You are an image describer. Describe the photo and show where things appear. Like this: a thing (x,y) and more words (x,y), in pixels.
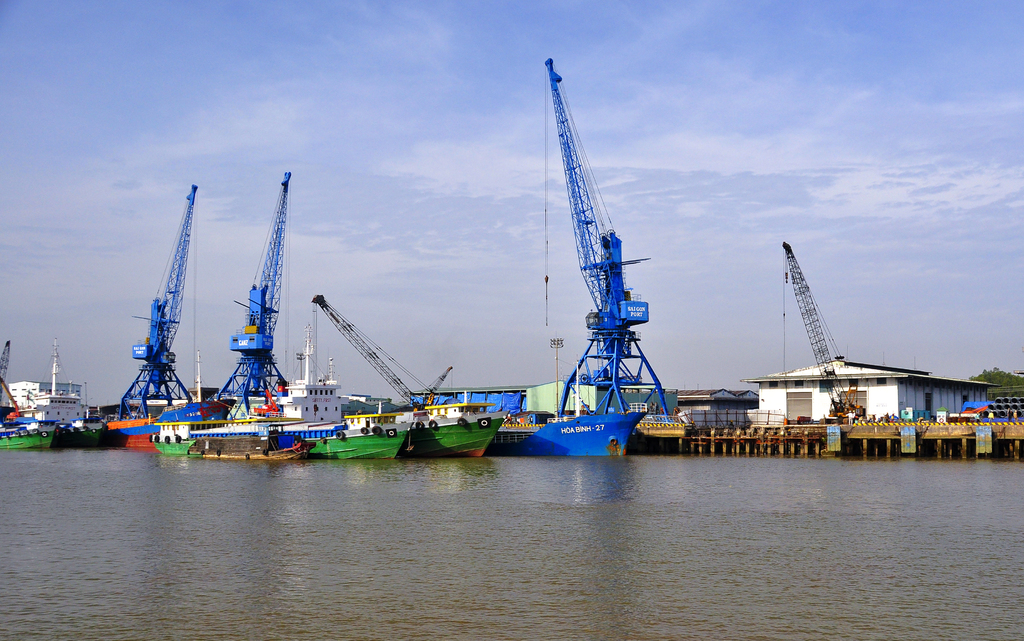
In the image there is a shipyard (248,382), there are many ships (269,396) beside the bridge (714,430) on a water surface (39,481). On the bridge (775,424) there are few compartments (798,377).
